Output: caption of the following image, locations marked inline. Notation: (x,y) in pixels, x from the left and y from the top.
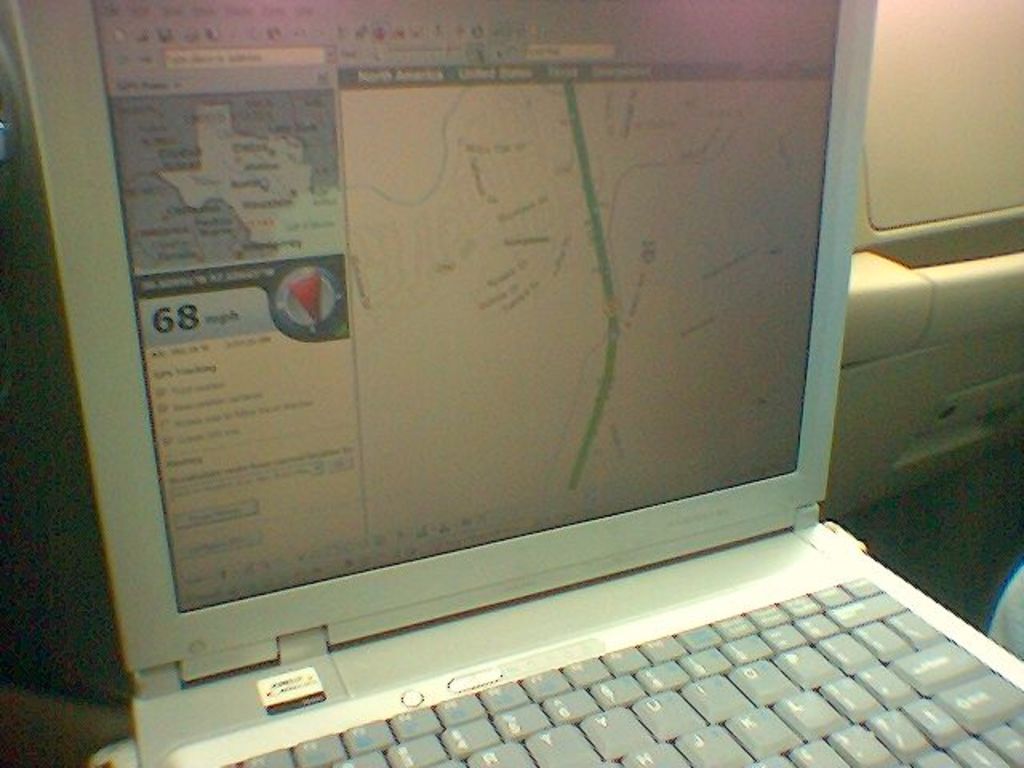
In this image I can see the laptop (472,525) and there is a cream color background (895,303).
